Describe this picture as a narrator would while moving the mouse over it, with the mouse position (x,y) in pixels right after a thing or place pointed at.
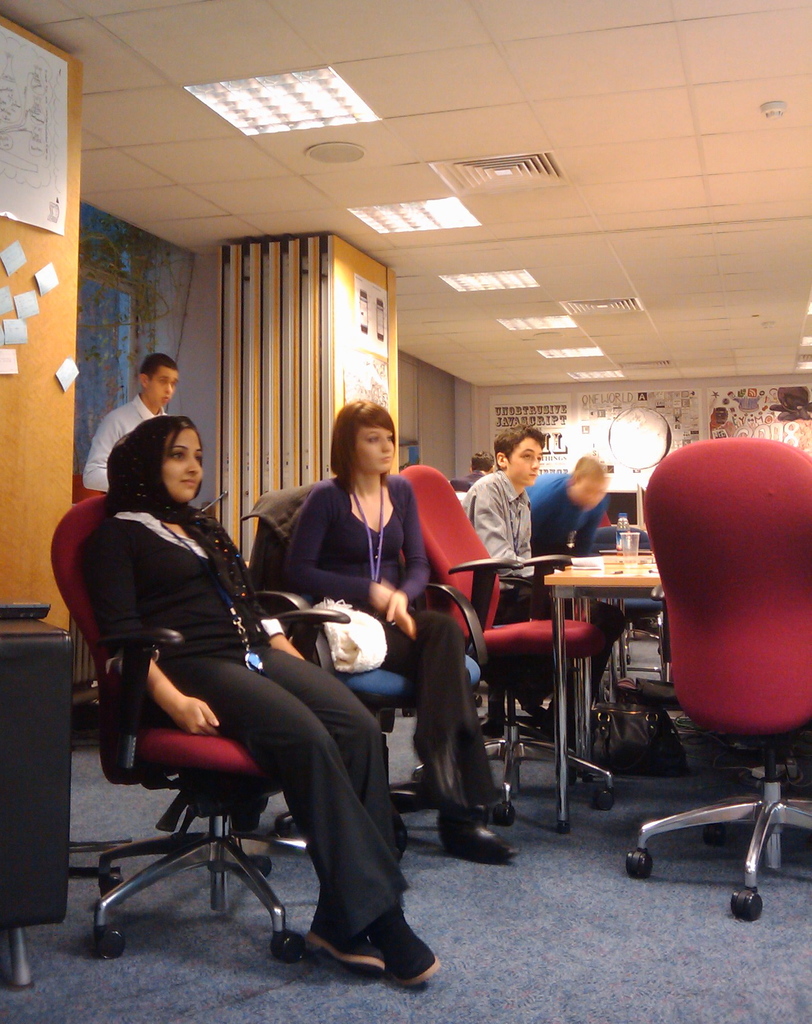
This picture is clicked in a room (428,850). here, we see two women (295,719) sitting on chair (406,788). Behind them, man (524,520) in grey shirt (503,521) is sitting on chair (556,569) near the table (562,619). On table (608,580), we see glass (624,552) and papers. Behind them, we see a pillar (333,361). In the middle of the picture (502,390) on background (620,398), we see a wall (621,390) on which many posters (554,445) are placed. On the left side of the picture (57,183), we see chart (38,135) placed on yellow wall (35,261). On top of the picture (273,177), we see the ceiling (580,295) of that room (592,166).
